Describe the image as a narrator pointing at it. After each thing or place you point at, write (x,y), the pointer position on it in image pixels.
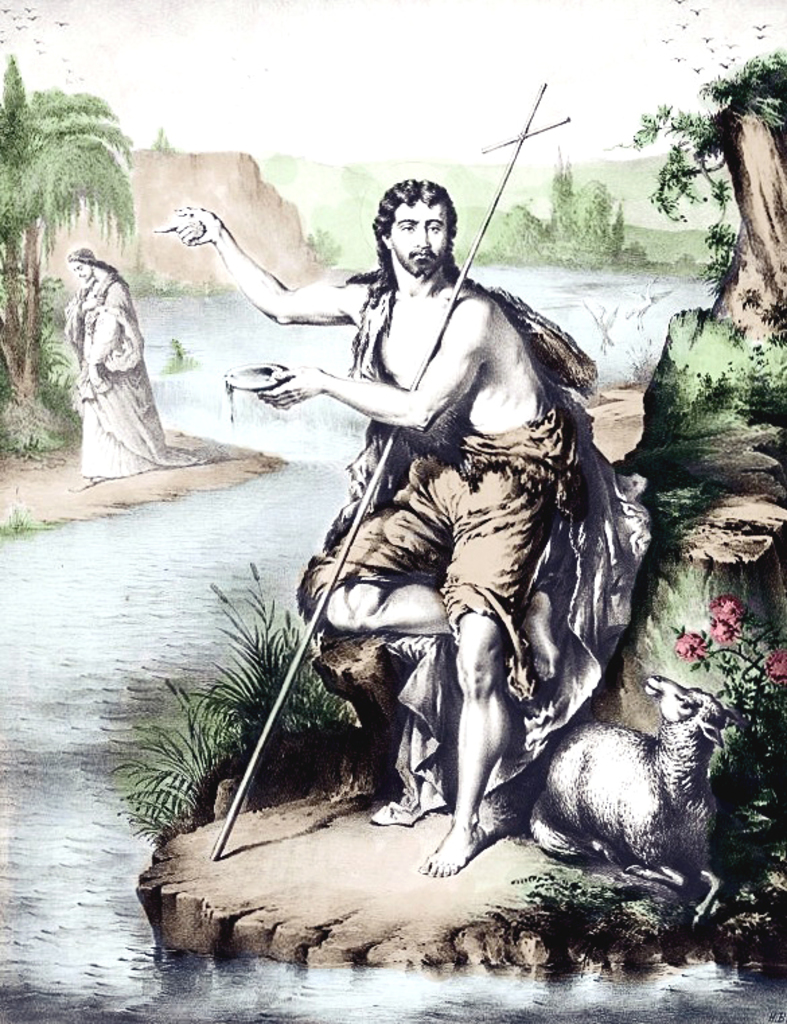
In this image, we can see some art of a few people (394,355), an animal (572,753), plants (225,743), trees (15,122), birds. We can also see some water (310,515) and the ground (771,468).
